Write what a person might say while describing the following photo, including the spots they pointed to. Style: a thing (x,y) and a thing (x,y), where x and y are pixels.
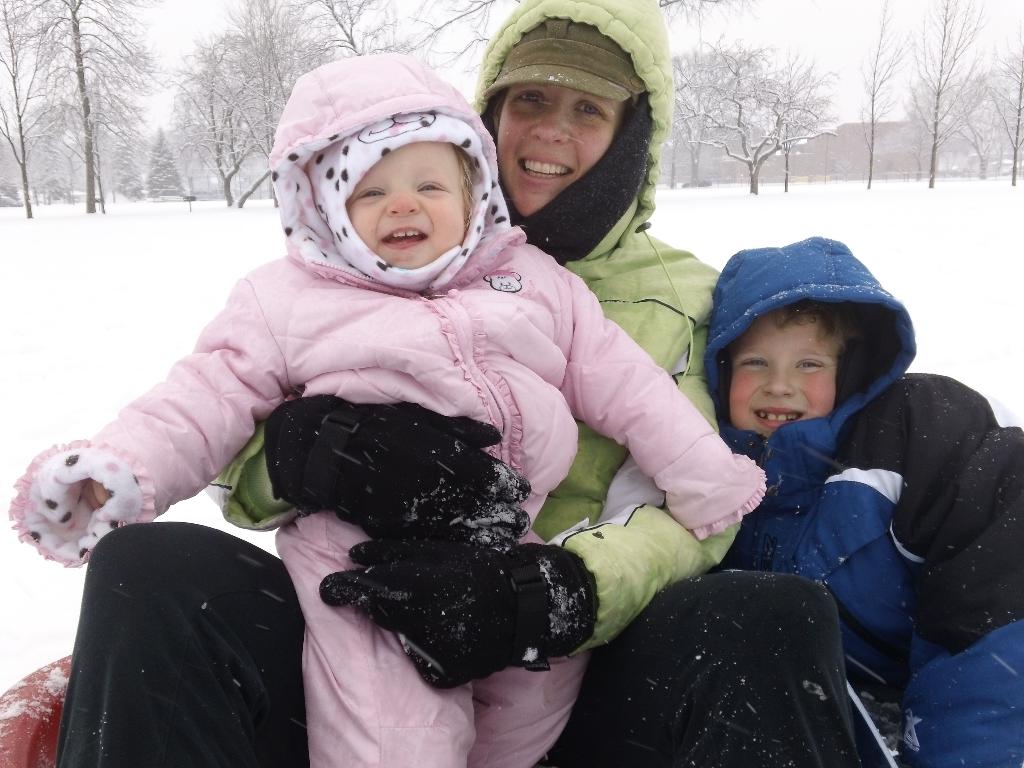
In this picture we can see three people (413,409) smiling, snow (1,284), trees (689,128) and in the background (894,172) we can see buildings (844,122).
